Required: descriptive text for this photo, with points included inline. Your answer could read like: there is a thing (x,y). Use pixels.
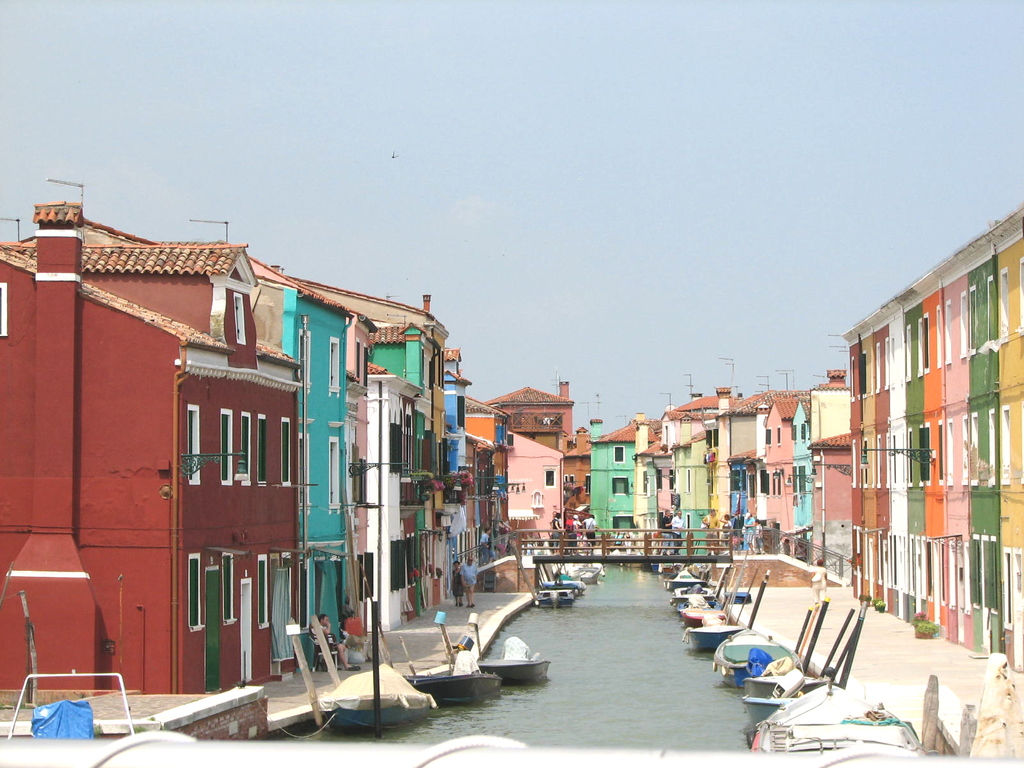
In this image I can see water (606,645) in the centre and on it I can see number of boats (673,573). On the both sides of the water (555,649) I can see number of buildings (247,627), number of lights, people (725,518) and I can also see a bridge (557,548) over the water (553,614). In the background (718,141) I can see the sky (633,178) and on the bottom left side of this image (75,720) I can see a blue colour thing (71,705). I can also see few plants (927,617) on the right side of this image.
